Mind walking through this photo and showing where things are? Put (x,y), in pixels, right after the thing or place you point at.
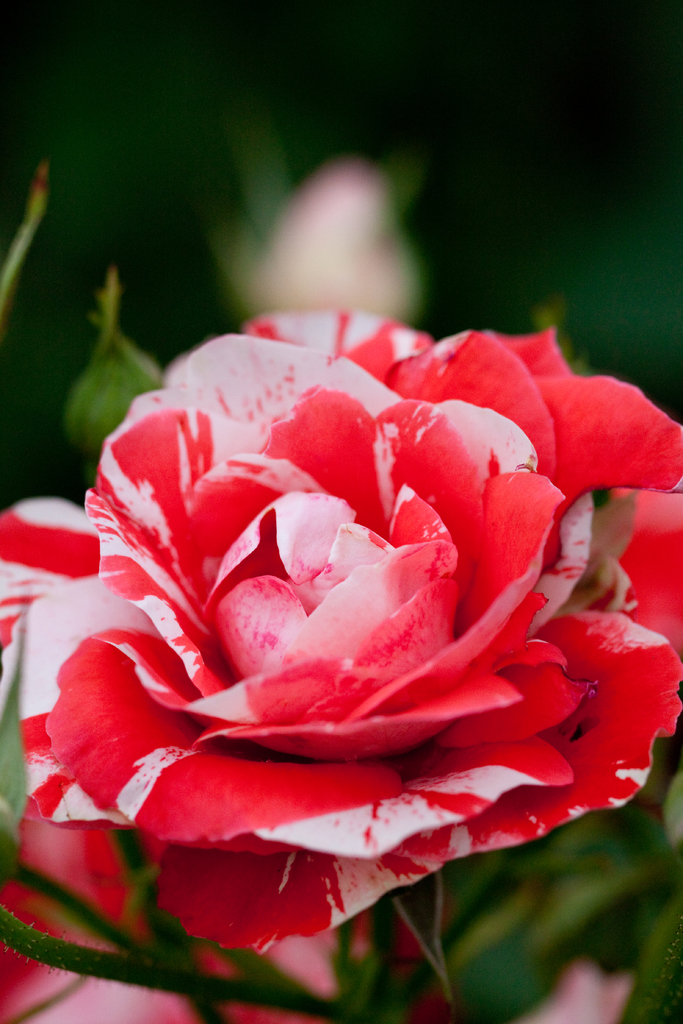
Here we can see a flower (236,693). In the background (305,183) the image is blur but we can see leaves (343,954) and flowers (157,996).
